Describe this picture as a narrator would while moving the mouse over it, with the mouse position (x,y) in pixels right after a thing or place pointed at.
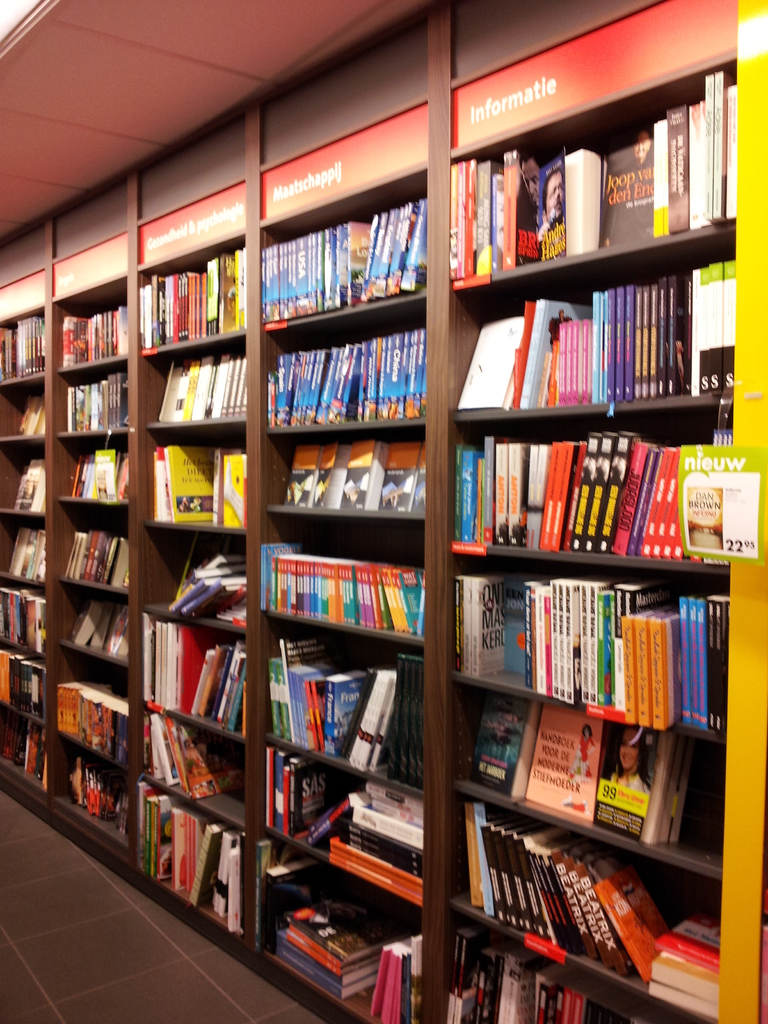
In this image we can see a group of books (644,537) placed in the racks (556,555). We can also see some text (534,247) and a roof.
